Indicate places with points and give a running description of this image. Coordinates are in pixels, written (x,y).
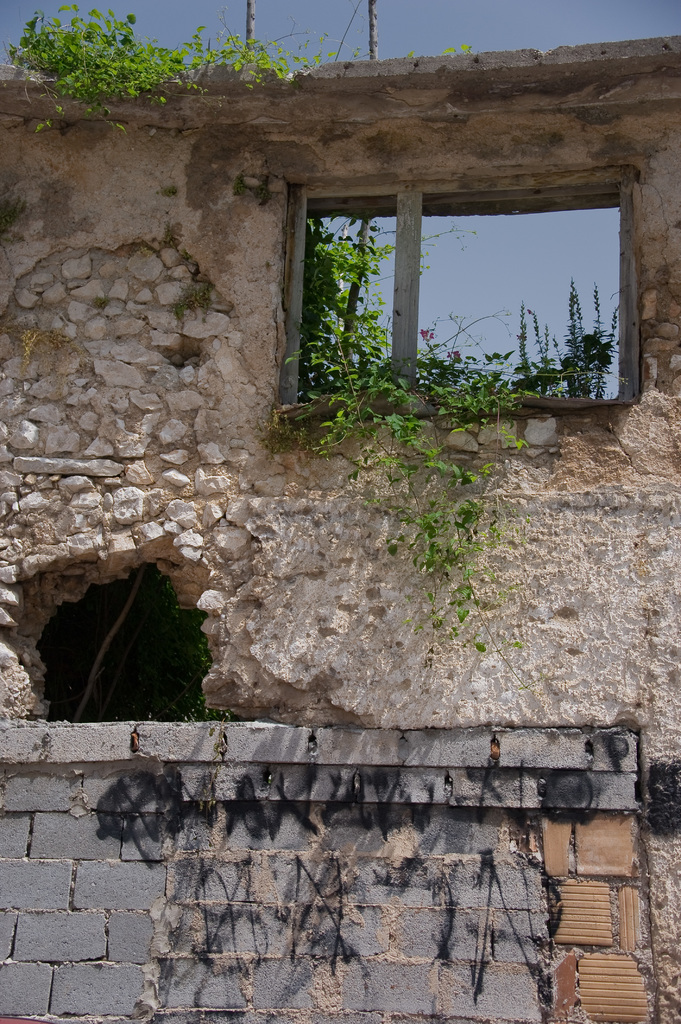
In this picture we can see a wall (256,532) in the front (186,210), there are plants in the middle (322,370), we can see the sky (125,8) and leaves (238,44) at the top of the picture (179,33).
